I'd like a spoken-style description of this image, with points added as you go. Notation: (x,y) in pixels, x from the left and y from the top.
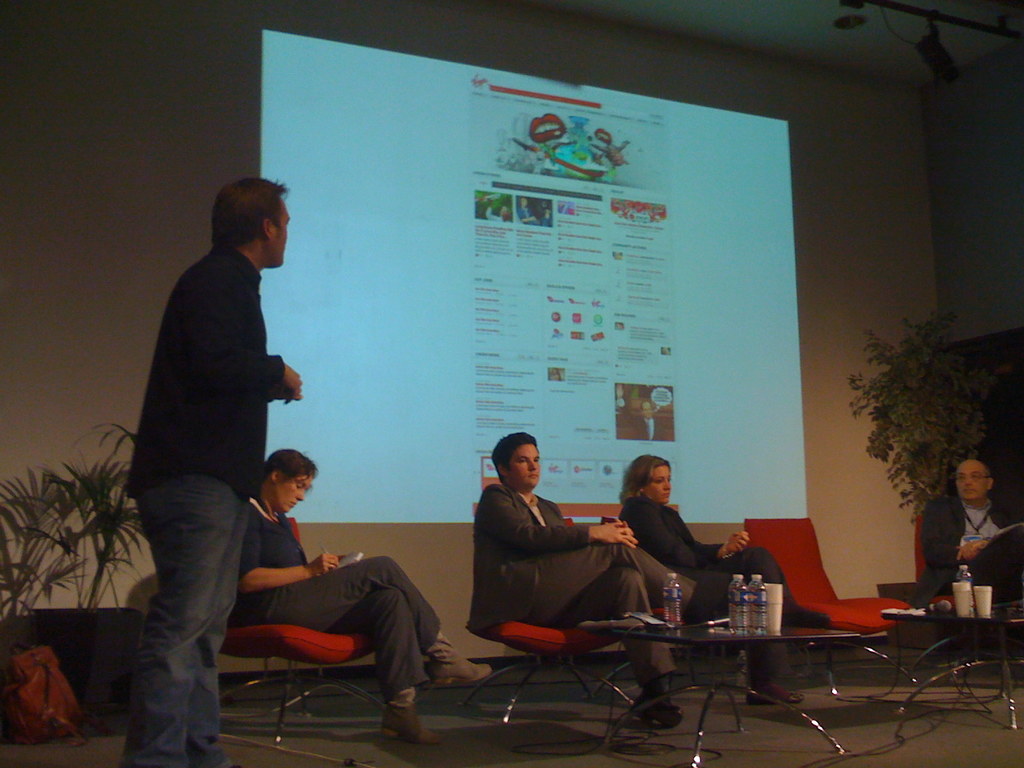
In the image there are few men (225,460) and women (337,590) sat on chair (516,637) in front of them there is a table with water bottles (746,624) on it, this place seems to be on stage (105,741), there is projector screen (394,355) on the background wall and there are plants (941,417) on either sides of the image.
